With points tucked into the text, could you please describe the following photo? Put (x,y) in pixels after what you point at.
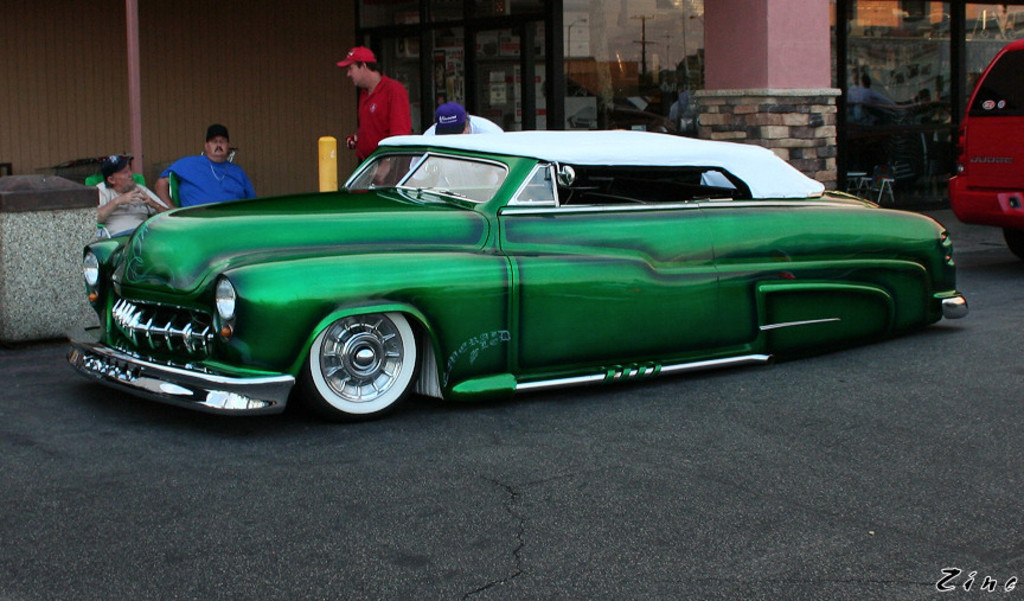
In the background (872,84) we can see the poles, pillar (800,63), door (549,88), wall (208,84) and few objects (877,176). We can see the people (119,191), among them few are standing and few are sitting on the chairs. We can see the vehicles (675,299) on the road (558,404).
